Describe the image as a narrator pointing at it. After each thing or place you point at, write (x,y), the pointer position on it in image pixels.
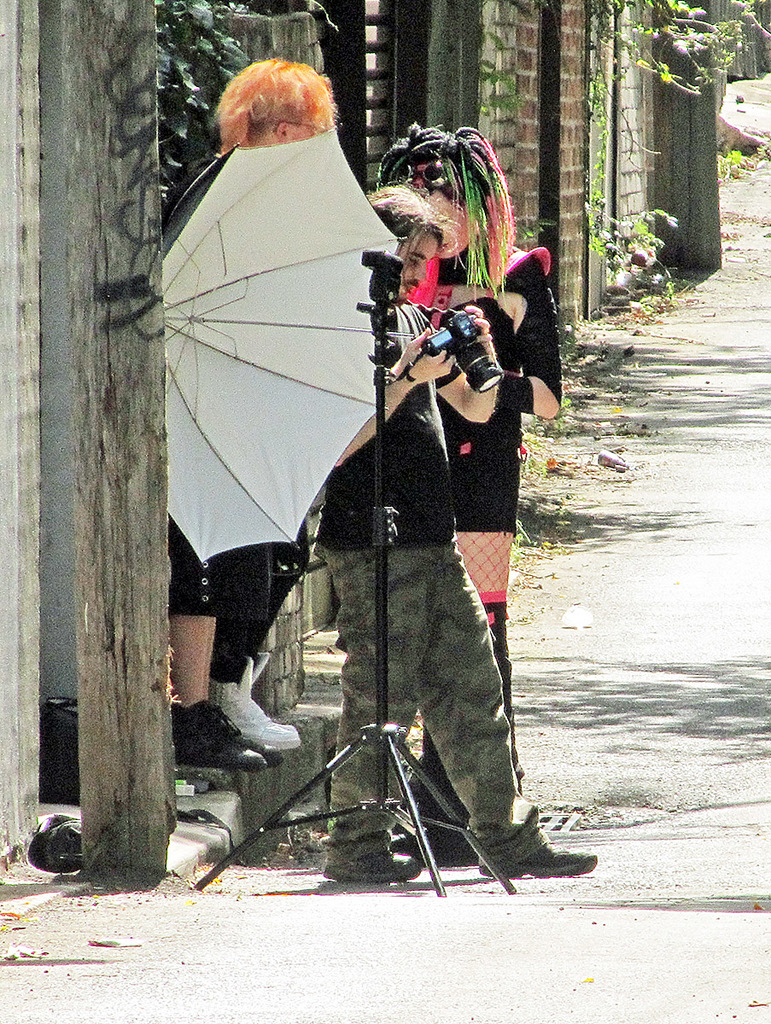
There are three people (504,369) standing. This man (415,393) is holding a camera (447,350). I think this is an umbrella (276,310). This looks like a tripod stand (273,826). Here is a wall (7,403). This looks like a wooden pillar (134,579). I can see the plants (623,232). This is the road (658,804).
